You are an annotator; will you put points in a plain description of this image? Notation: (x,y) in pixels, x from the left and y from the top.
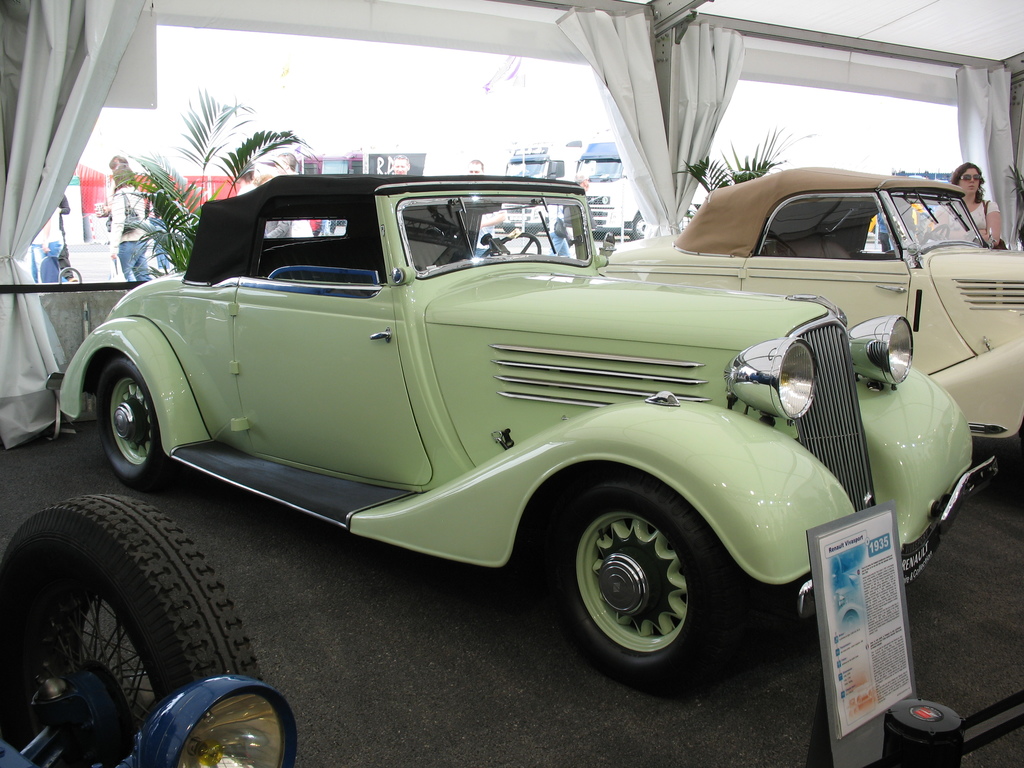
In the image there are few vintage cars (502,343) on the floor (464,637) and behind it there are curtains (57,93) to the ceiling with plants (190,156) in front of it, in the back (128,247) there are few people (118,230) standing on the road (78,261) followed by vehicles (591,159) in the background (617,185).
